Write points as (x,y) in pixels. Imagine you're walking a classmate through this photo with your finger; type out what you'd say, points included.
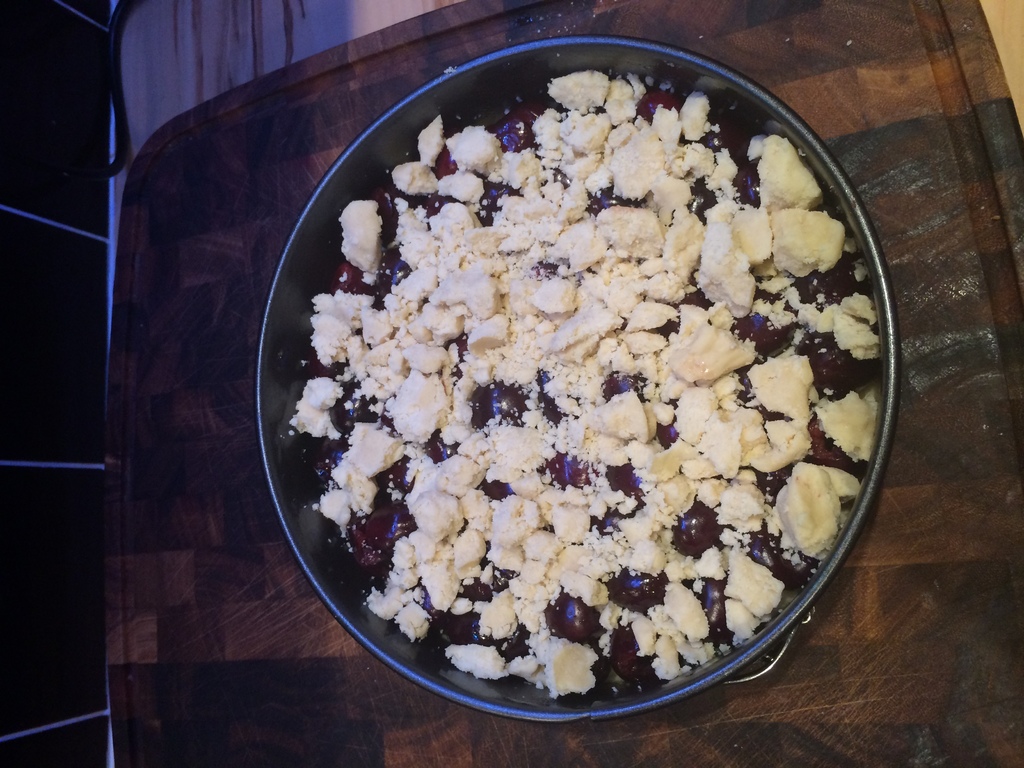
In this image we can see some food (536,434) in a pan (386,630) which is placed on the table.
